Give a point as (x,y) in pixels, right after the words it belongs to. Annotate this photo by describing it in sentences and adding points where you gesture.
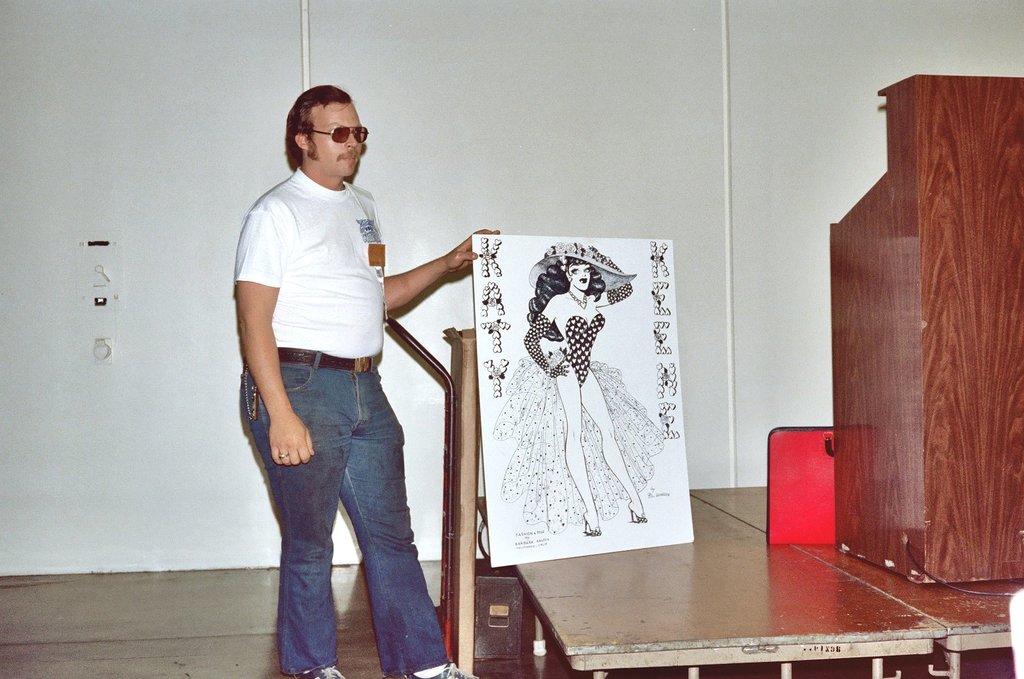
This man (326,259) wore white t-shirt (324,234), goggles (342,140) and holding a poster (541,474) of a woman (538,462). Under the table (637,615) there is a speaker (488,630). Above the table (952,605) there is a podium (907,358). In-front of this podium (871,493) there is a file (799,493) in red color. Wall (563,66) is in white color.
